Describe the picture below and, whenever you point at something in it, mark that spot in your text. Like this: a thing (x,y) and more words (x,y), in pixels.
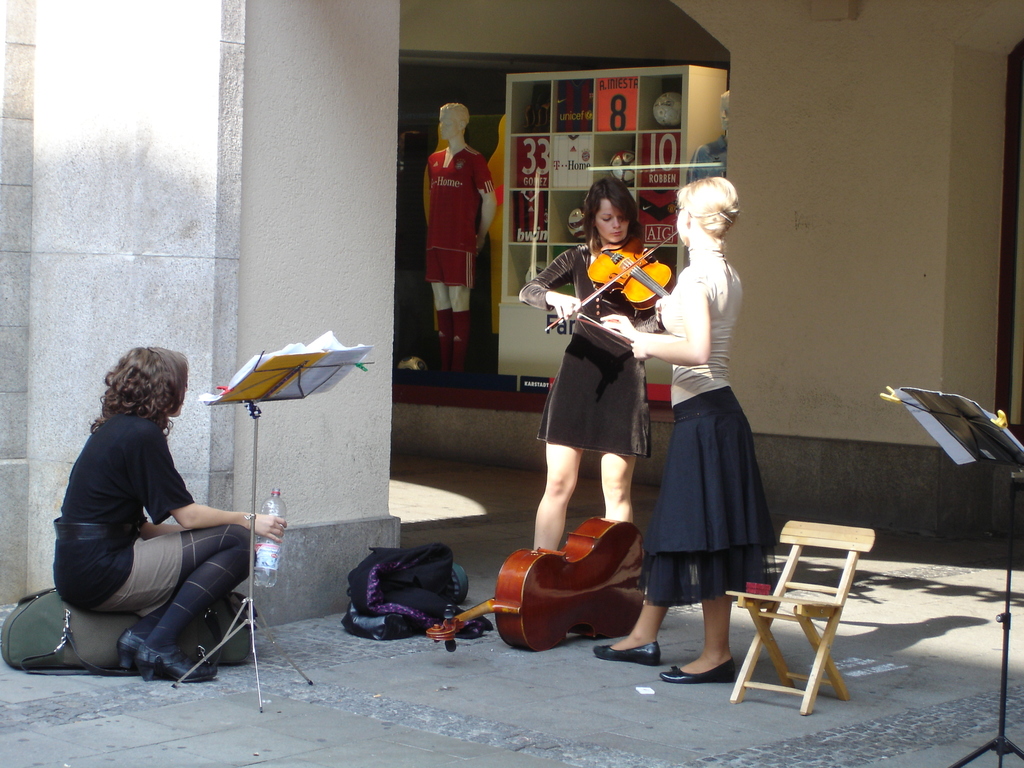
In this picture we have two women's (703,360) are standing and playing a violin (622,278) beside them there is a chair (773,635) and opposite to them one woman (141,486) is sitting on the bag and she is holding a water bottle (271,552) in front of her there is a stand (258,406) which is fix with some papers (308,365) background we can see shelf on that we have different numbers (539,155).
